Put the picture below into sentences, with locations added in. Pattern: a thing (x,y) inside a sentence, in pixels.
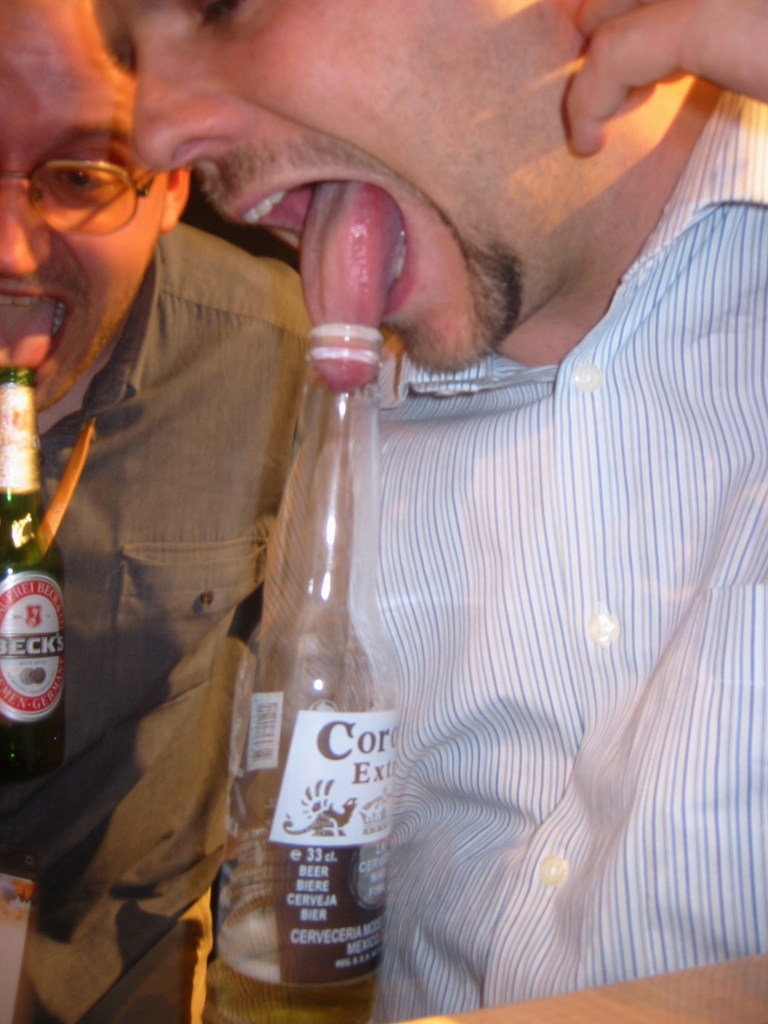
Here there is a man (508,188) he is inserting his tongue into the bottle (376,421) and also he is wearing a shirt (439,514) beside of him there is another man (89,542) who is trying to insert the tongue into the bottle (36,444).
